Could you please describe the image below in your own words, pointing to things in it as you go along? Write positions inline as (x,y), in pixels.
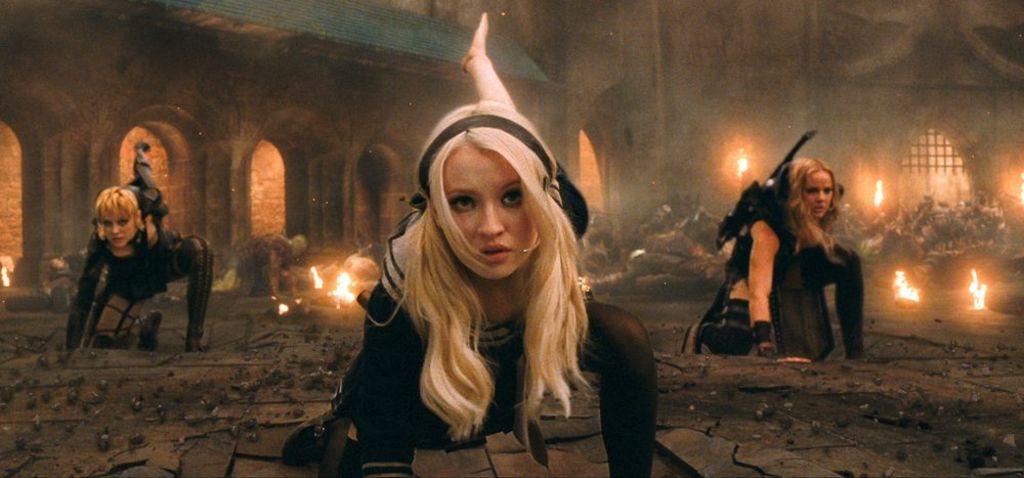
In this image there are three women (170,257) kneeling on the ground (954,283). Behind them there are many people (261,253) on the ground (947,295). There is fire (320,267) in the image. In the background (833,94) there are buildings (369,62).
